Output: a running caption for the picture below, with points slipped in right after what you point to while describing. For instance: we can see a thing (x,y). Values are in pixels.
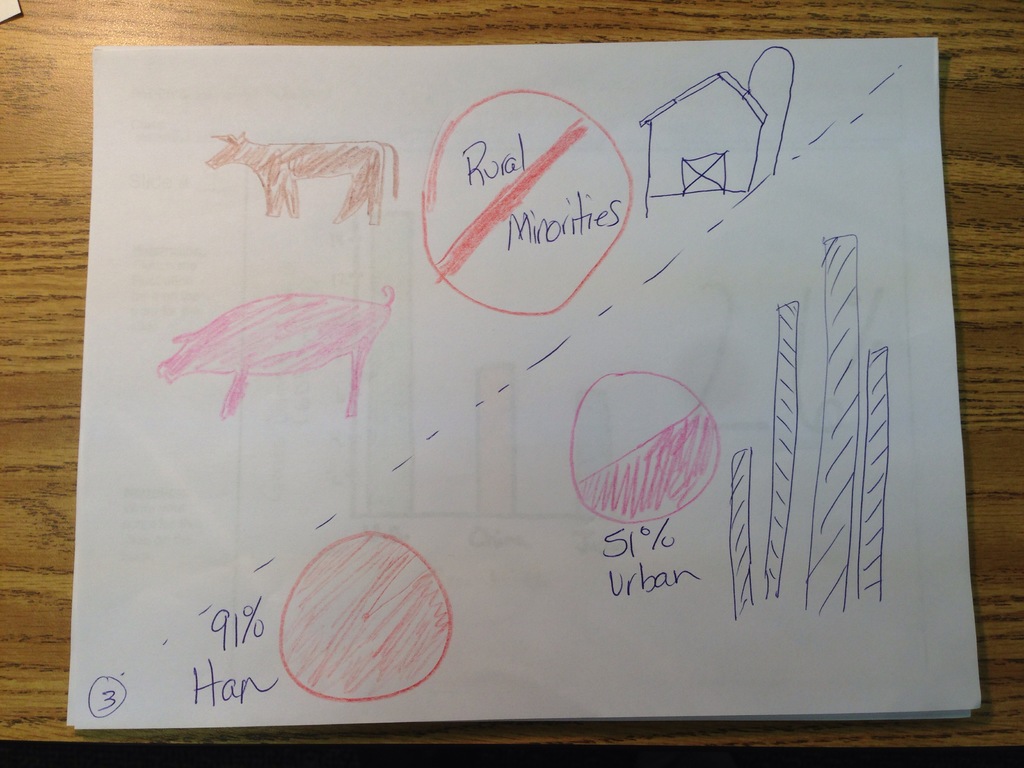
This is a zoomed in picture. In the center (516,338) there is a paper (152,371) placed on the top of the table (32,125) and we can see the drawings (382,555) and the text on the paper (494,399).
